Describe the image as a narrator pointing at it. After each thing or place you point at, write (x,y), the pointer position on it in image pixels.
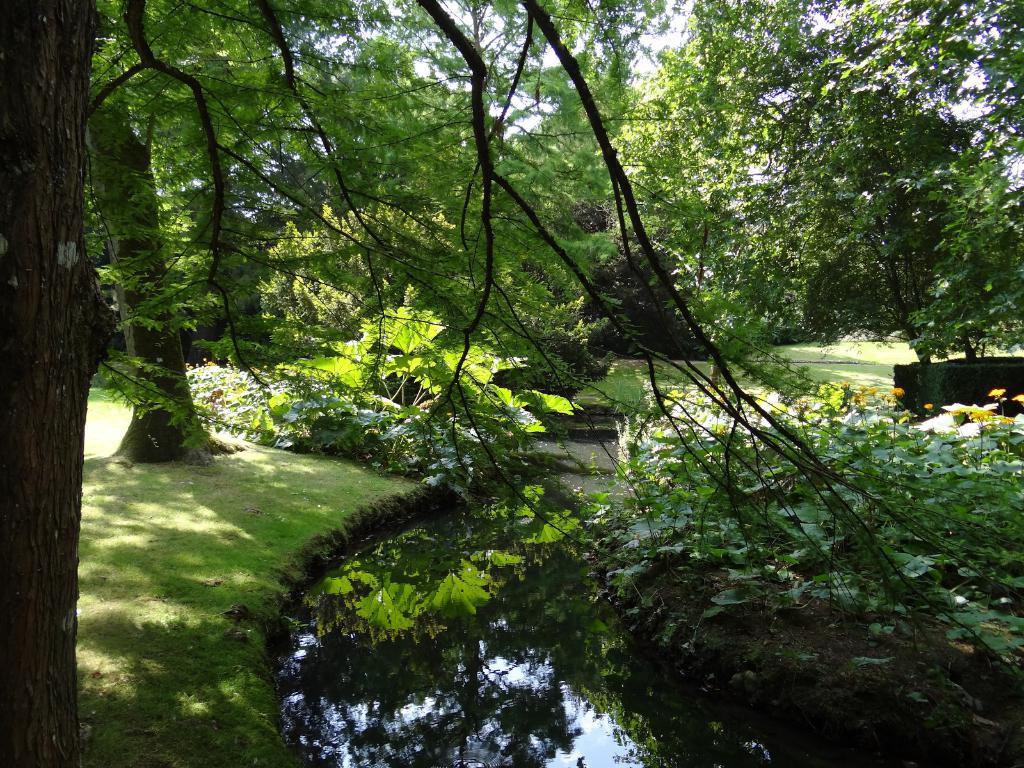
In this image I can see trees (257,89) in green color and sky (669,35) in white color.
